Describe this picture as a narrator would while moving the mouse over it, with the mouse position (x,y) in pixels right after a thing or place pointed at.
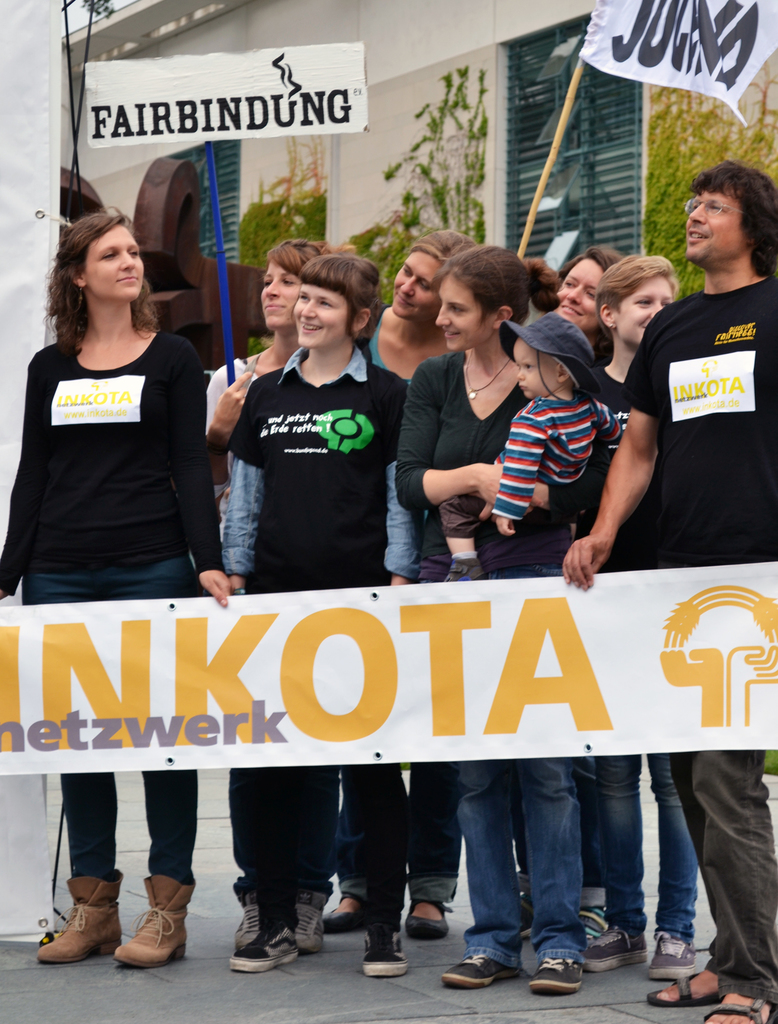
In this image we can see men (725,478) and women (149,463) are standing and protesting. In front of them one board (262,701) is there and they are holding flags (681,33) and banners (215,137) in their hand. Background of the image (585,121) white color wall (495,121) and window (513,160) is present.
